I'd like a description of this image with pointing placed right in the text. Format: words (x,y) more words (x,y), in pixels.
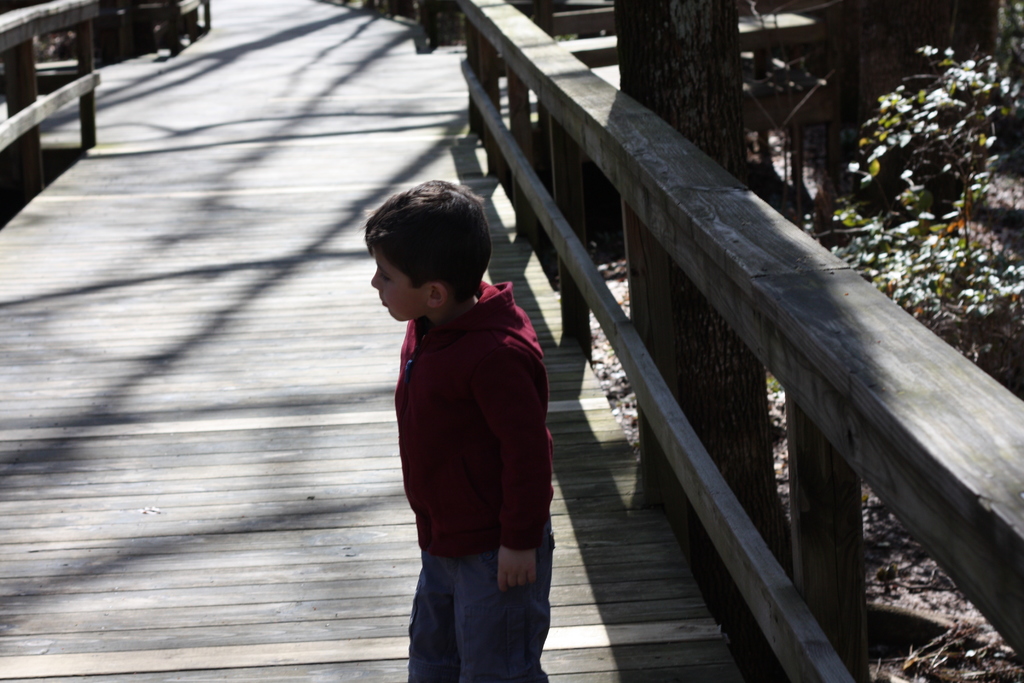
This picture is clicked outside. In the foreground (420,416) we can see person (447,350) wearing a hoodie (460,407) and seems to be walking and we can see the wooden railings (576,123) and we can see the trunk (675,93) of a tree (710,305), plants (920,211) and some other objects (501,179).
